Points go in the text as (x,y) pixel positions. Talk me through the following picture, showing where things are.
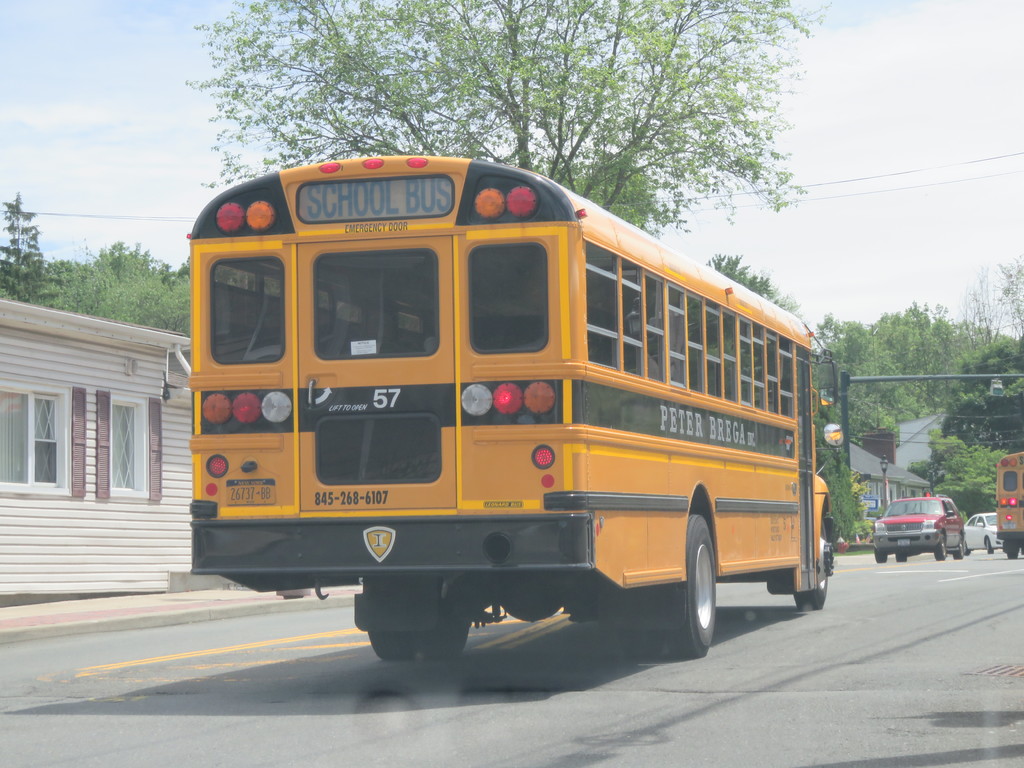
In this picture, we see the bus (580,426) in yellow and black color is moving on the road (932,579). On the right side (939,505), we see the vehicles (910,527) are moving on the road (918,574). Beside that, we see a pole (882,467). On the left side (138,369), we see a building (25,501) in white color. It has the windows (136,460). Behind that, we see the trees (87,287). There are trees (129,307), poles (874,378) and buildings (912,441) in the background (919,424). At the top (813,151), we see the sky (181,152). At the bottom (591,673), we see the road (632,666).
